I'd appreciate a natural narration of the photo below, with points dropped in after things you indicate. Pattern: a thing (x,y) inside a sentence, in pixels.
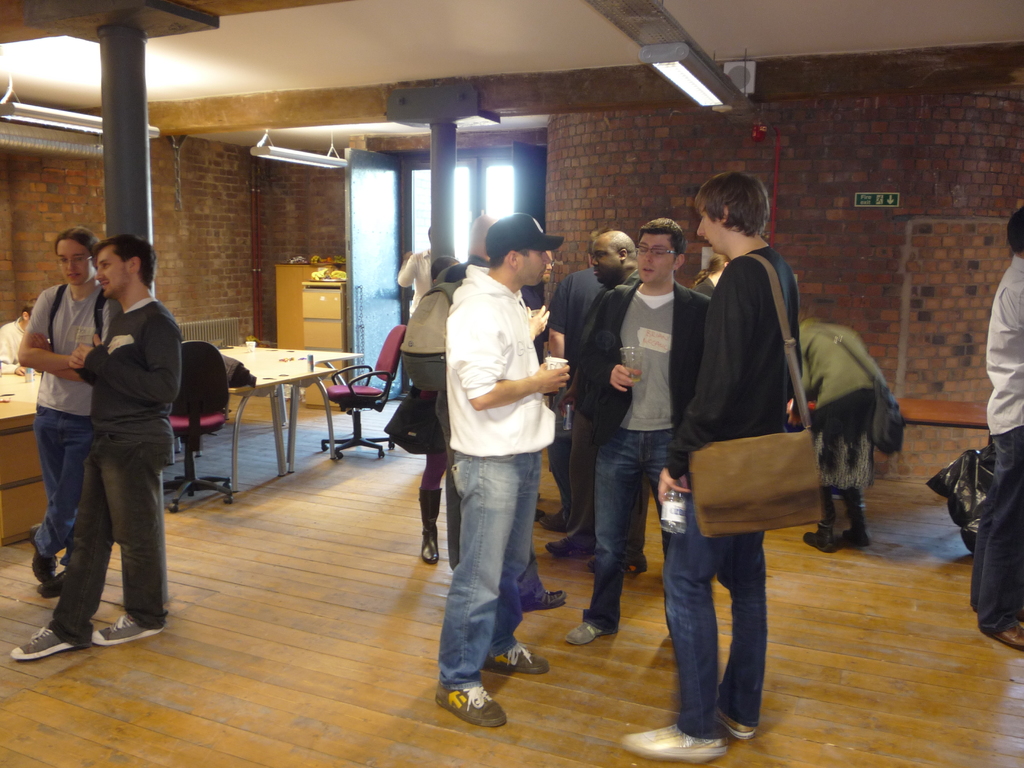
In this image we can see group of persons (653,422) and among them few people (472,554) are holding objects (710,445). Behind the persons (530,334) we can see pillars (116,174), wall (582,251), doors (363,230), chairs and table (285,366). There are few objects (250,338) on the tables (255,372). At the top (361,34) we can see the roof (298,43) and the lights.
